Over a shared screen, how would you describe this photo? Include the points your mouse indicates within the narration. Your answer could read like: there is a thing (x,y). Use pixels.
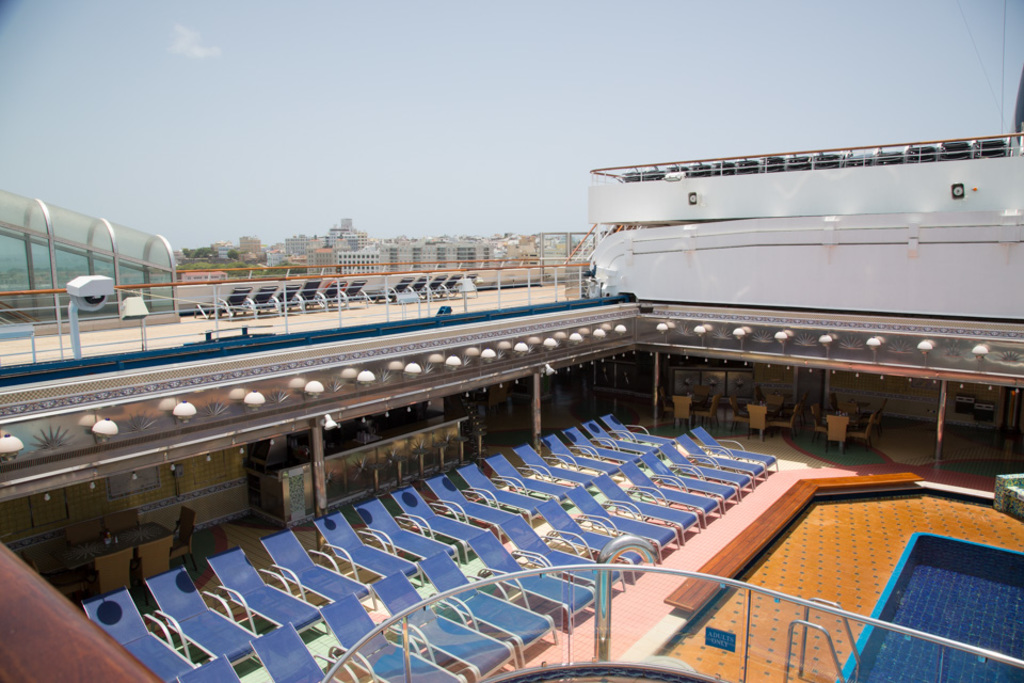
In the image there is a pool (971,626) on right side (1003,609) and beside it there are many seats (530,577) and in the back (859,417) there are dining tables (845,412) and above there is another floor (459,317) with few chairs (257,309) and in the background (308,254) there are buildings (345,261) all over the place and above its sky (351,80) with clouds (200,45).
